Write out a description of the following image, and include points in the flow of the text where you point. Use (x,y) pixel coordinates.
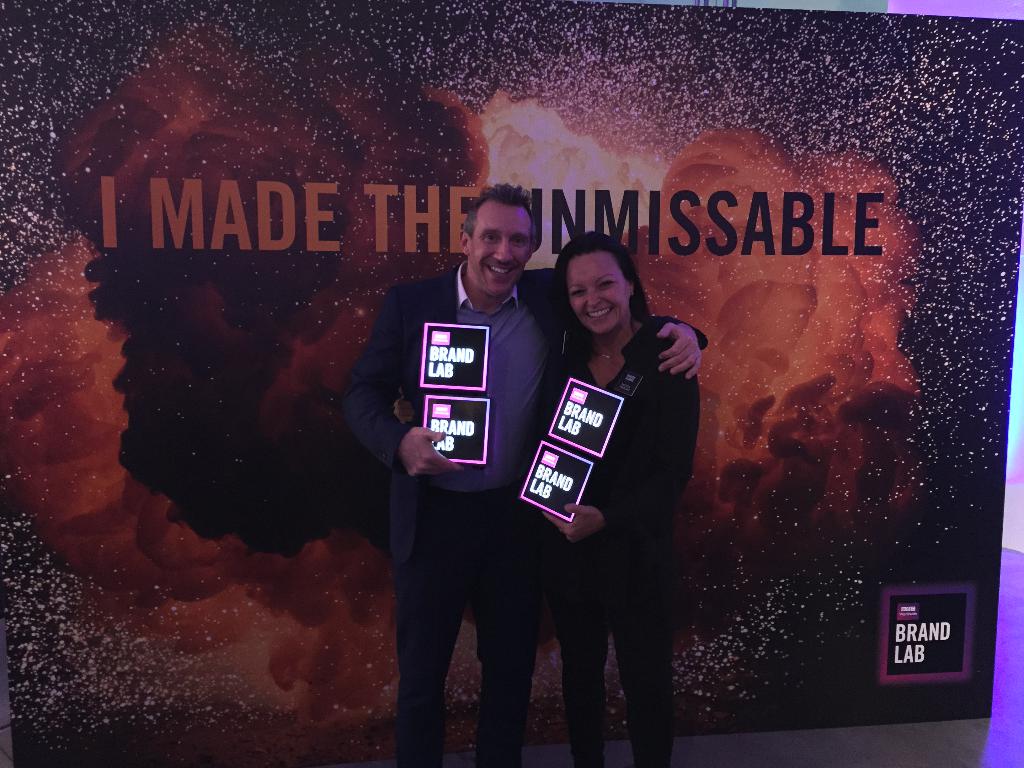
In this image we can see two people (582,518) standing and holding boards (575,416) in their hands (412,446). In the background (756,635), we can see a banner (810,605) with some text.
